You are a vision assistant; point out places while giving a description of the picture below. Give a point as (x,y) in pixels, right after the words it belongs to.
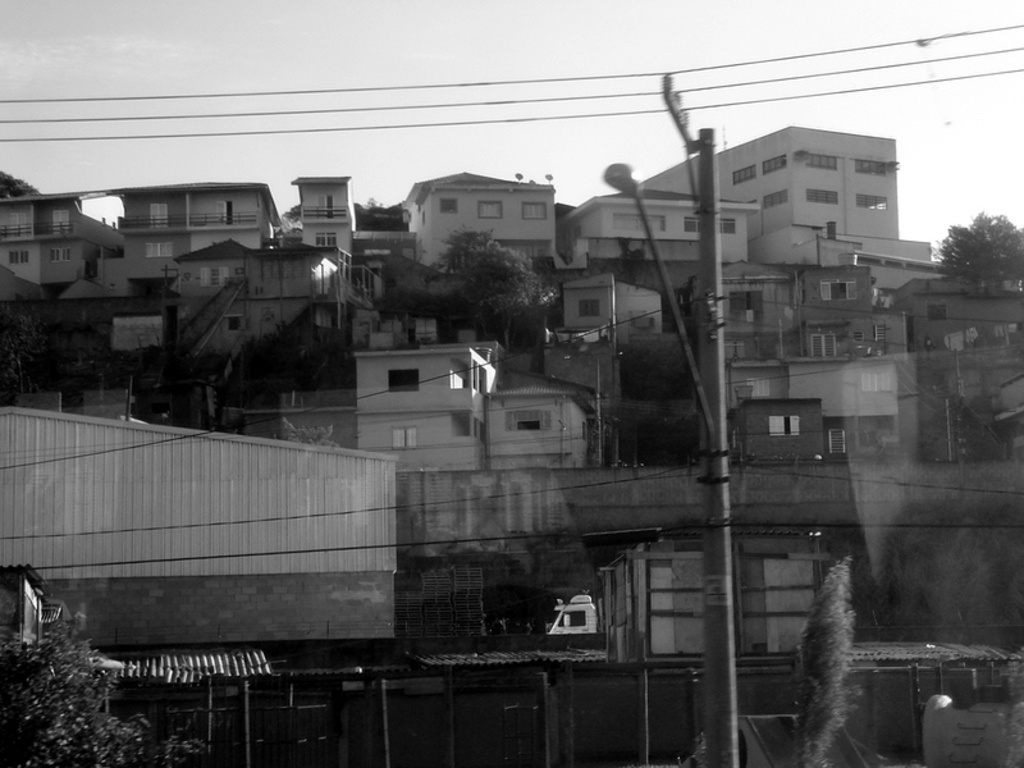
This is a black and white picture. In front of the picture, we see the electric poles (725,498) and street lights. In the left bottom (59,688), we see a tree (74,656). There are trees (512,269) and buildings (778,244) in the background (945,249). At the top (445,135), we see the sky (425,130) and the wires (477,84).
